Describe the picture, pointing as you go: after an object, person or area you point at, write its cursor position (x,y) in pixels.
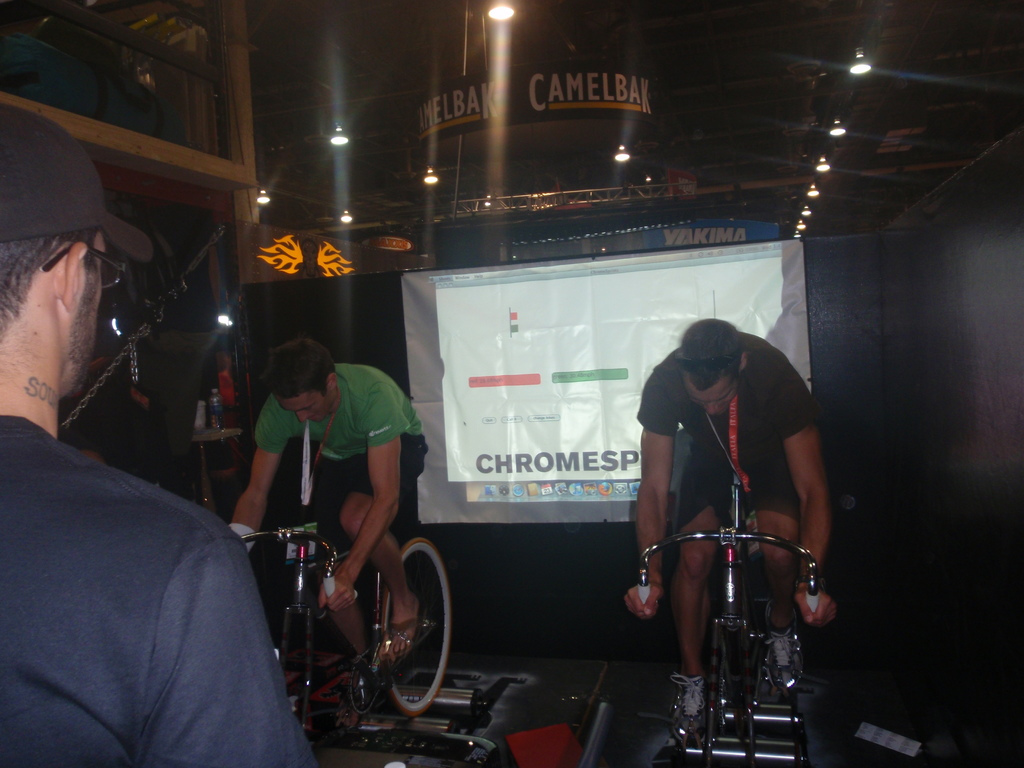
In this picture there are two men (730,416) who are sitting on a bicycle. There is a screen (525,309) and a light (504,23). There is a man (112,596) standing. There is a chain (144,337).
